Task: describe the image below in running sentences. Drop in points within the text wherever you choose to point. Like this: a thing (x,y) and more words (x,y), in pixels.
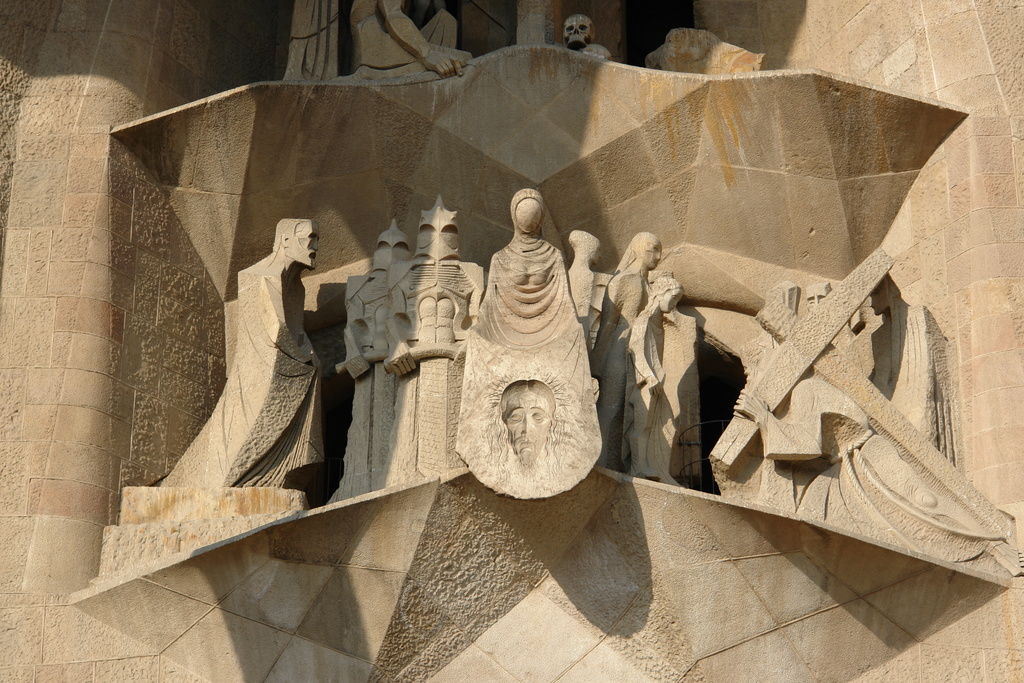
In this picture we can see carvings (207,452) of people (313,17) on the stone (356,46).
